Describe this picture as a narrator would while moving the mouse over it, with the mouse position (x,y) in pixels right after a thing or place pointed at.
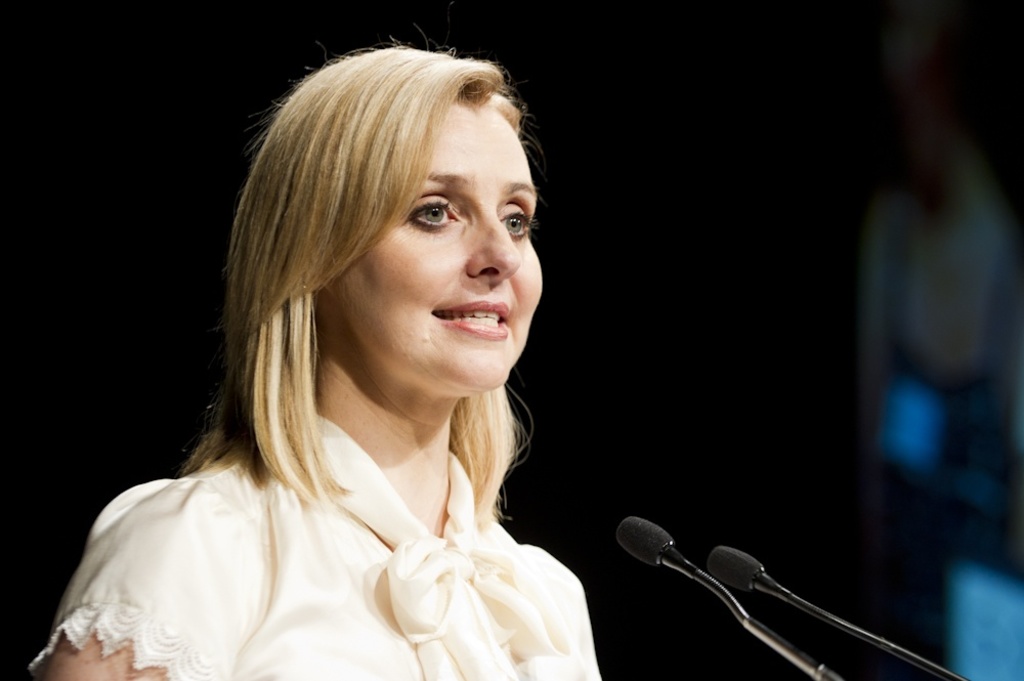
There is one woman (455,473) standing on the left side (337,549) is wearing a white color dress (320,580). There is a Mic (785,588) at the bottom right side of this image (799,599).
